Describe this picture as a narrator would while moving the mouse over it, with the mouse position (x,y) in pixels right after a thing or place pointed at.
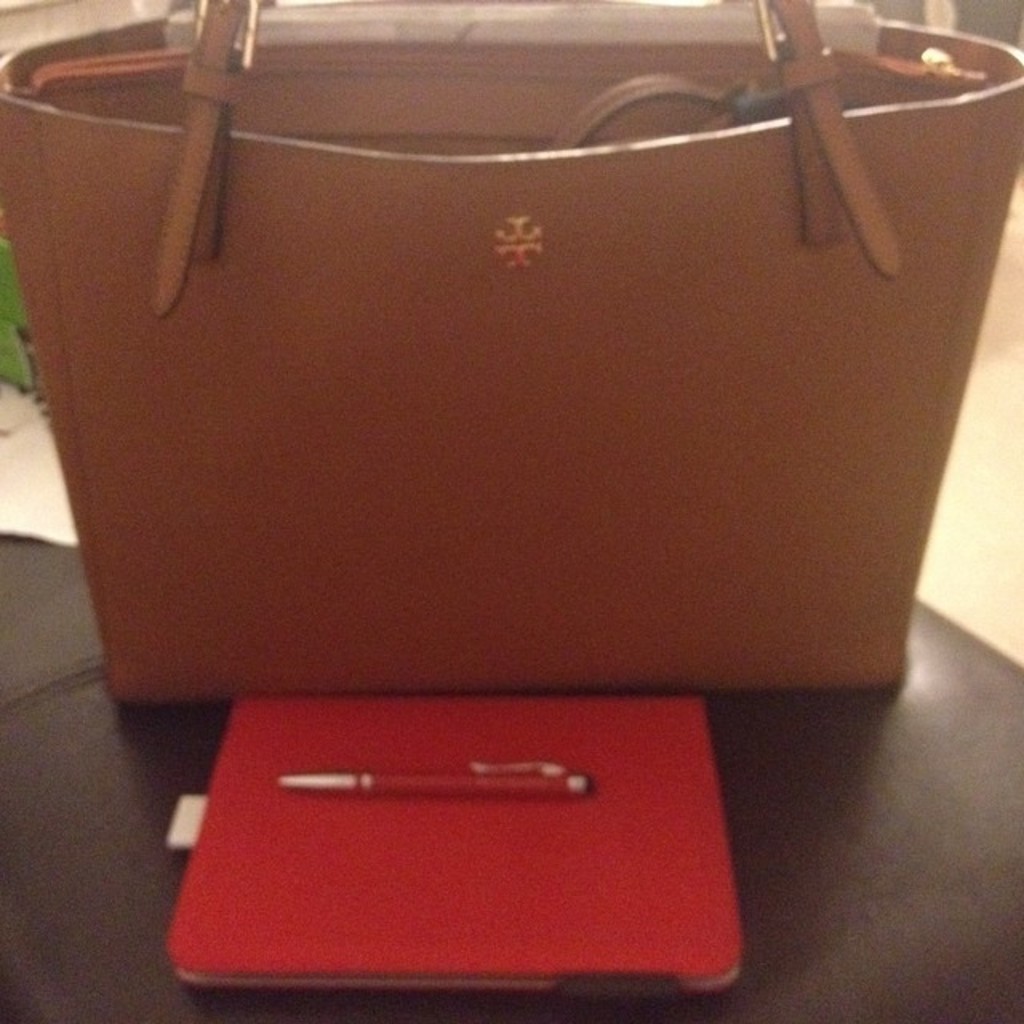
This is a picture of a hand bag (891,507) which is brown in color and there is a book (365,707) and pen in front of the bag (537,662).
